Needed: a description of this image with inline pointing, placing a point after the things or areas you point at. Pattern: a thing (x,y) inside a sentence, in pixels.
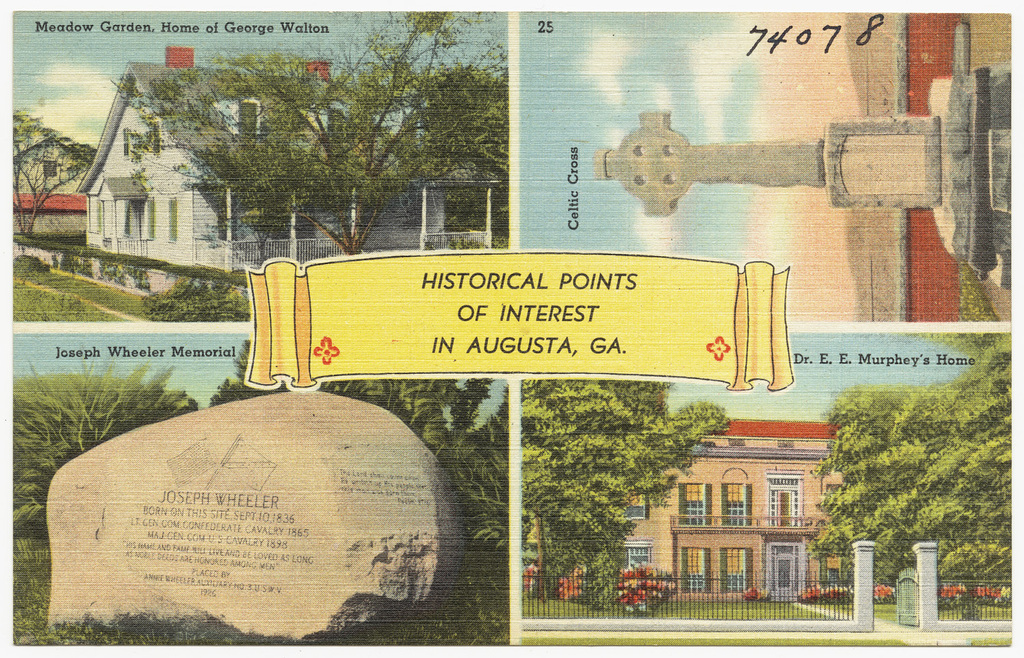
In the picture we can see a postcard (964,608) on it we can see four images (35,267), in the first image we can see a house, in the second image we can see a cross stone (704,177) and in the third image we can see a rock (89,535) on it we can see some information and beside it we can see plants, and in the fourth image we can see house building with windows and glass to it and in front of the building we can see railing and a gate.
